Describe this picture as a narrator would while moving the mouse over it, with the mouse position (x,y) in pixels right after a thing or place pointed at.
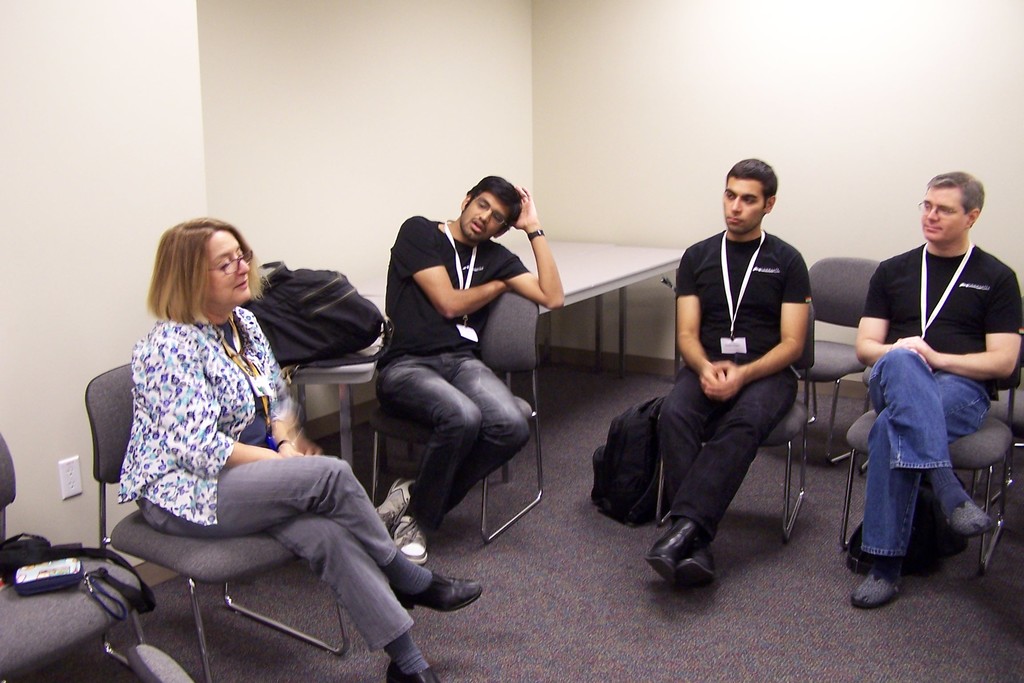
There is a woman (184,420) on the chair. She is talking and wearing a spectacle (243,261). Beside her, there are three persons (468,330) in black color t-shirt (776,282) sitting and listening to her. In the background (888,103), there is a wall (701,228), table (655,275) and chairs (871,266). On the left hand side (39,613), there is a chair (37,626).
